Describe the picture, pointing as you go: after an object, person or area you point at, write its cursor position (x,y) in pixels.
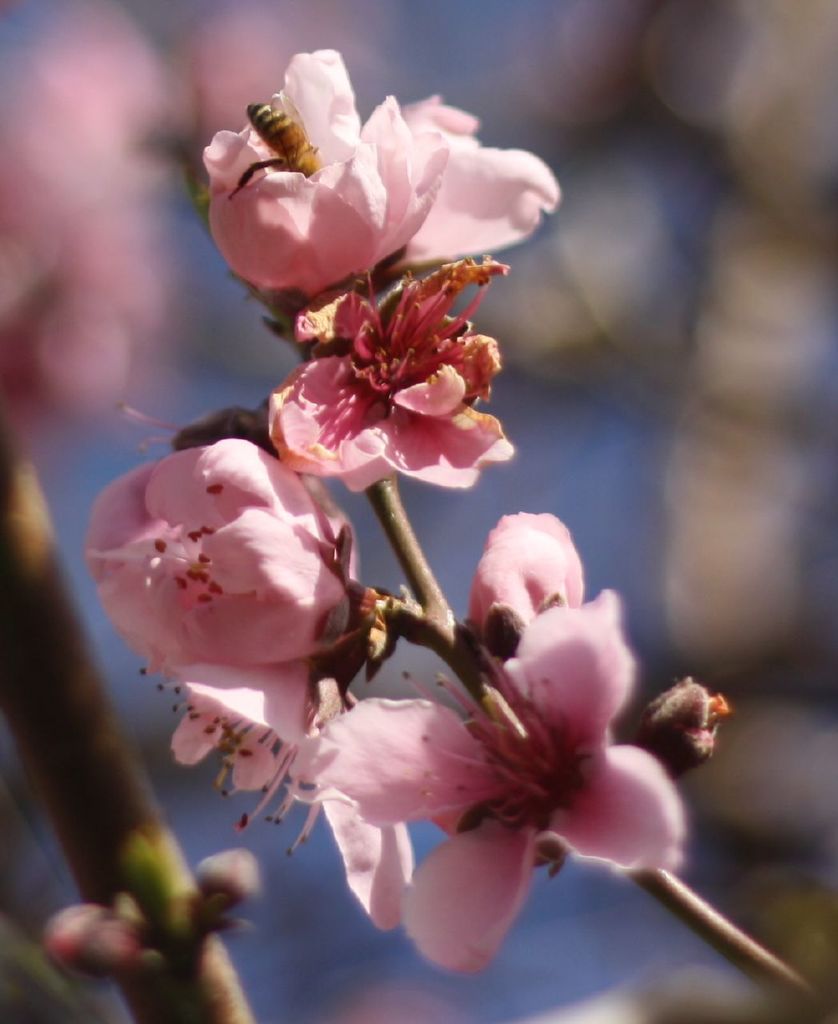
In this image there is a plant (328,577), there are flowers (315,242), there is an insect (307,155) on the flower (325,232), the background of the image (134,76) is blurred.
